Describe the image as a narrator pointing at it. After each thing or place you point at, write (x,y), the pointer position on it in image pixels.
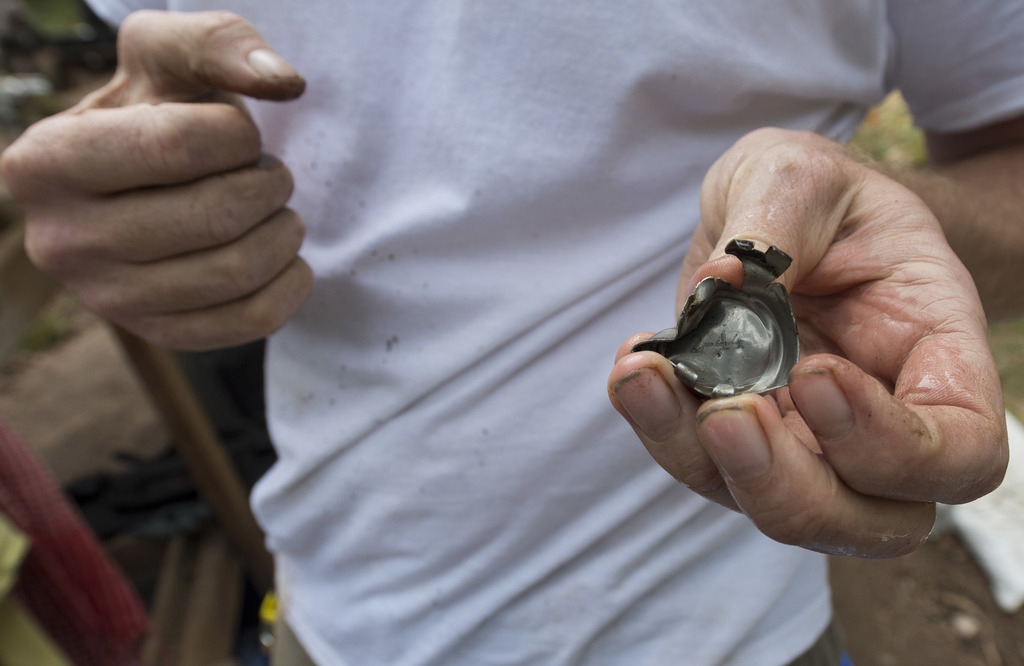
In this picture I can observe a person (248,203). He is holding an object (703,340) in his hand (739,407). The person (640,403) is wearing white color T shirt (470,313). The background (236,460) is blurred.
